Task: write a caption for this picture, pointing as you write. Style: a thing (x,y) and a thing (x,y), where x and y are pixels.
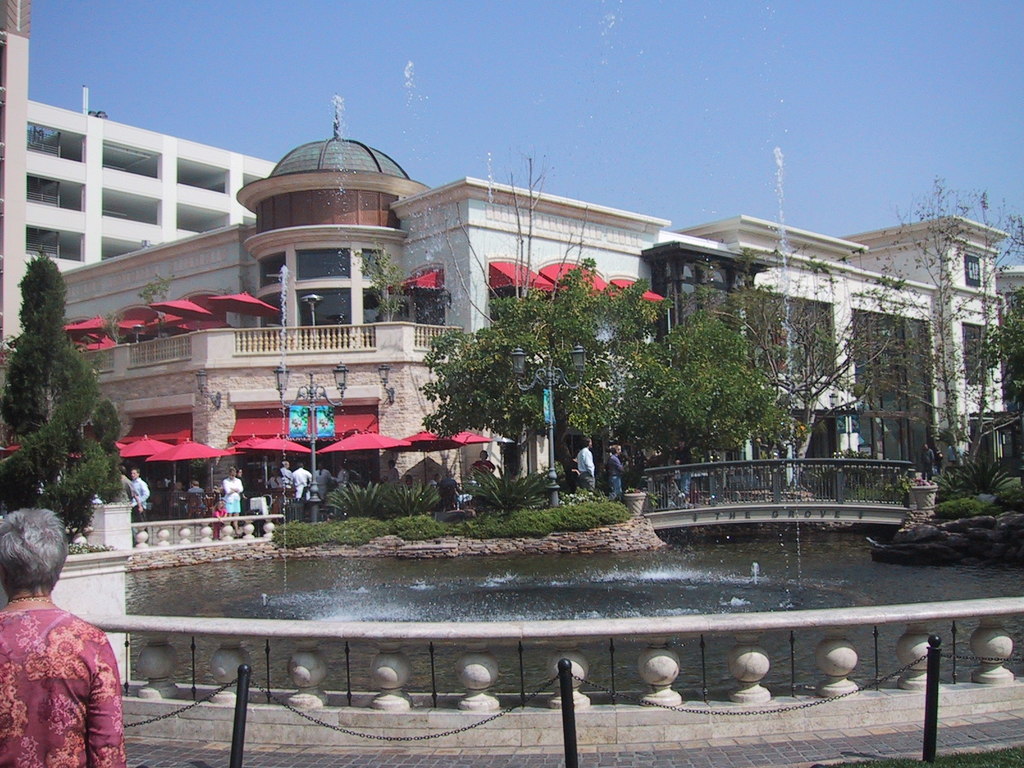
In this image I can see a building (78,204), in front of the building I can see a fountain (813,593) and bridge (839,490), trees (681,369) and persons (581,455) standing on the floor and at the bottom (43,663) I can see poles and person (64,673) at the top (833,32) I can see the sky (494,107).
